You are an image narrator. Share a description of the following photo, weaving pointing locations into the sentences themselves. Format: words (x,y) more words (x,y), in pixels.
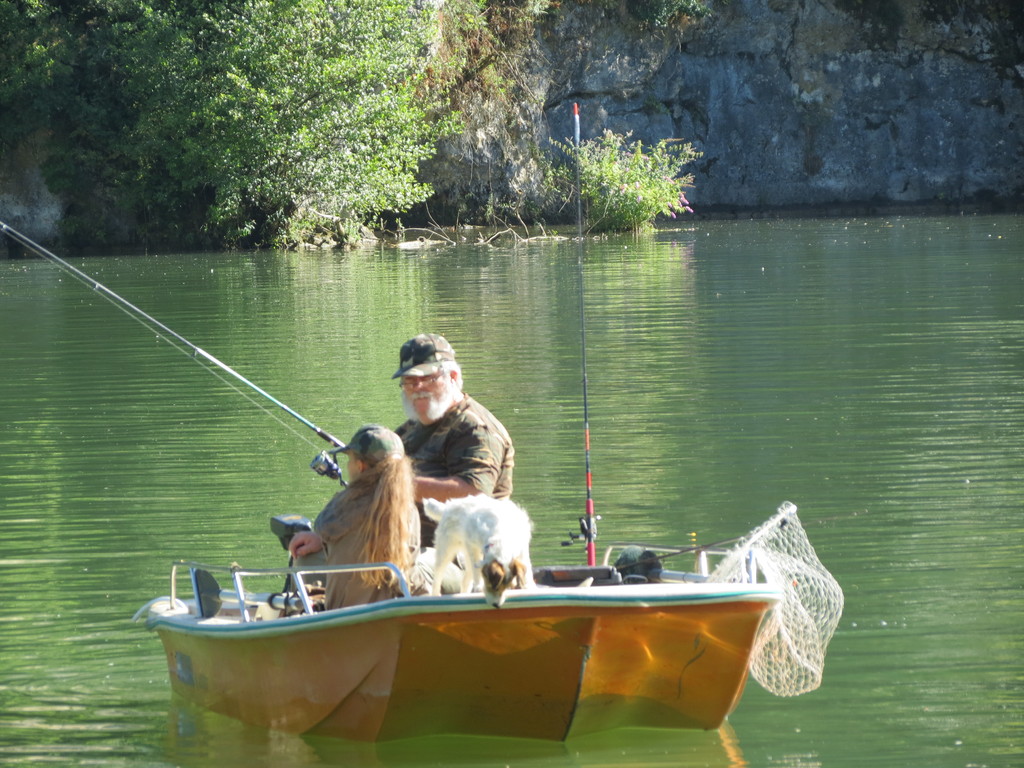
This is the man (424,400), a girl (412,500) and a dog (441,539) in the boat (537,595). I can see the man (429,448) is holding a fishing rod (316,427). This boat (548,683) is floating on the water (927,686). I can see the trees (313,98). This looks like a hill (835,60).
